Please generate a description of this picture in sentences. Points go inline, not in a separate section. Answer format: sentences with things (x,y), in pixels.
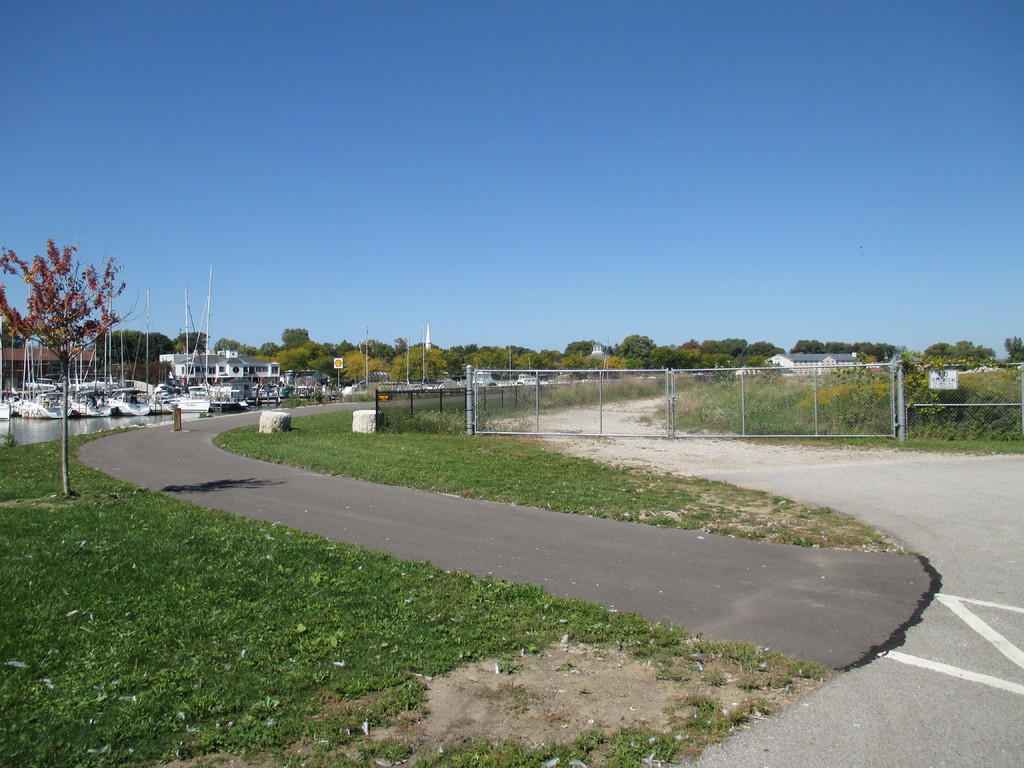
In this image we can see the trees (351,360), poles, plants (965,376), grass (524,494), fence (624,414) and also some rods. We can also see the road (769,568) and also the boats (105,400) on the surface of the water (23,425). We can see the building (208,374). Sky (463,90) is also visible in this image.
